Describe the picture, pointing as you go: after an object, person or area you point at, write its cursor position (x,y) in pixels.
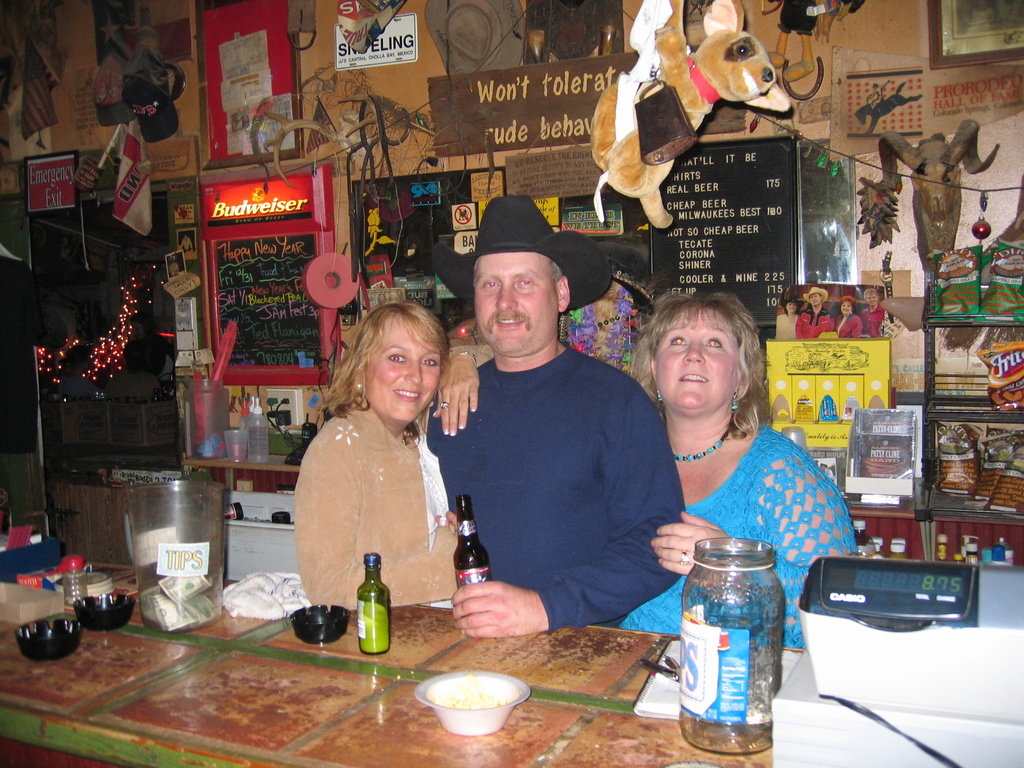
In this image I can see two women (670,335) and one man (584,291). Here on this table (536,657) I can see few bottles (464,501) and few bowls (119,616). In the background (605,141) I can see a soft toy (616,179) on this wall (776,16).
